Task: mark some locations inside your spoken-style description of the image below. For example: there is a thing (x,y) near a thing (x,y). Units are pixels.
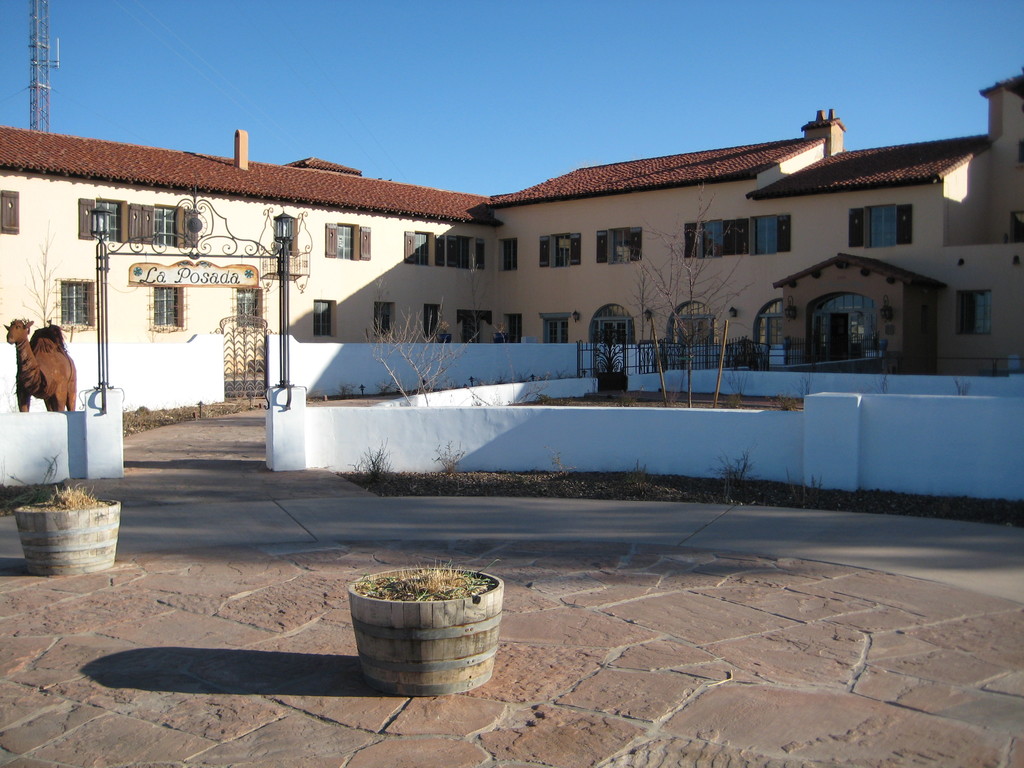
This picture shows a building (960,365) and we see couple of trees (702,282) and we see a camel (59,358) and a name board (148,279) and we see a tower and a blue sky (446,48).
